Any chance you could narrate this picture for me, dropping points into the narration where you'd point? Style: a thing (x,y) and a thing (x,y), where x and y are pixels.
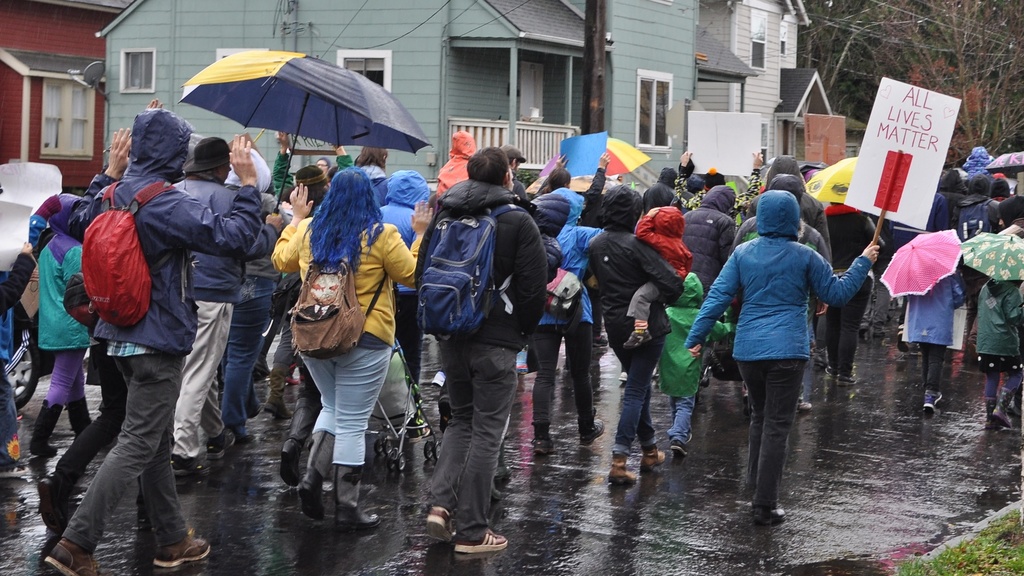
In this image there are a group of people (521,247) who are holding umbrellas (300,130), and some of them are holding placards (917,143) and walking and some of them are wearing bags (480,313) and also there are some children (928,316). At bottom (870,461) there is road (909,446) and some water (950,492) and grass (1000,552), in the background (488,65) there are some buildings (515,52), wires (917,44) and trees (905,50).
